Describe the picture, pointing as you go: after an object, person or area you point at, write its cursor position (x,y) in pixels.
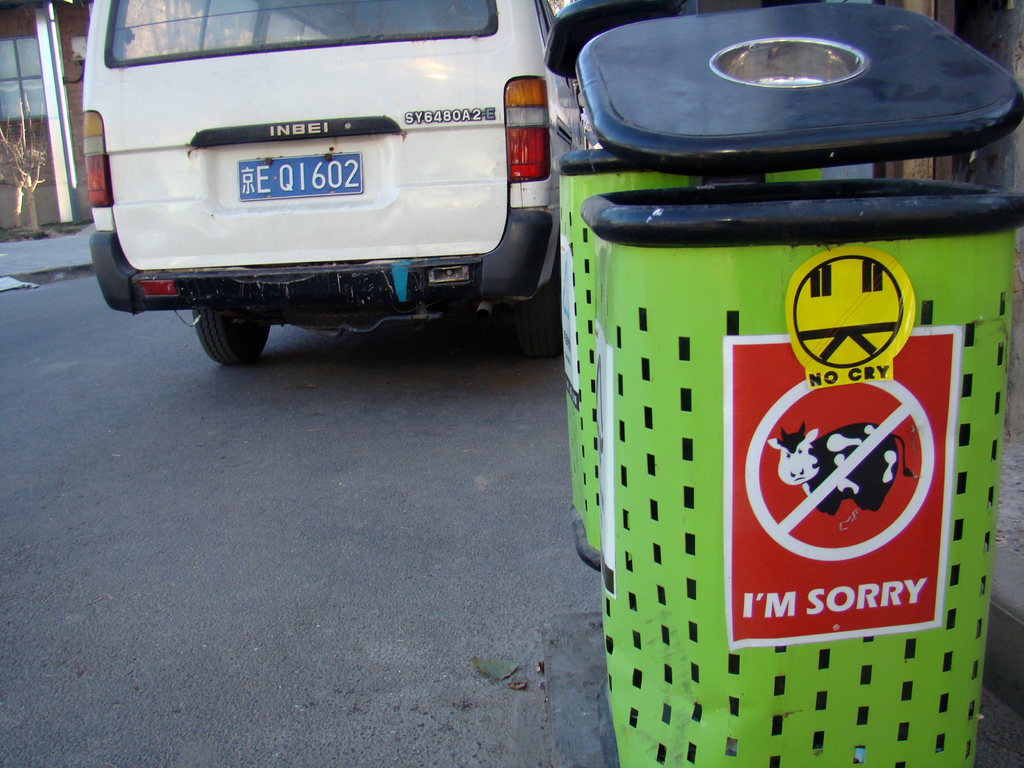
In this image we can see waste bins (701,300). On the bin (774,463) there is a poster (800,482). And there is a vehicle (241,238) on the road (232,435). In the back (56,102) there is a building (42,80) with window (38,91). Also there is a tree (24,185).
